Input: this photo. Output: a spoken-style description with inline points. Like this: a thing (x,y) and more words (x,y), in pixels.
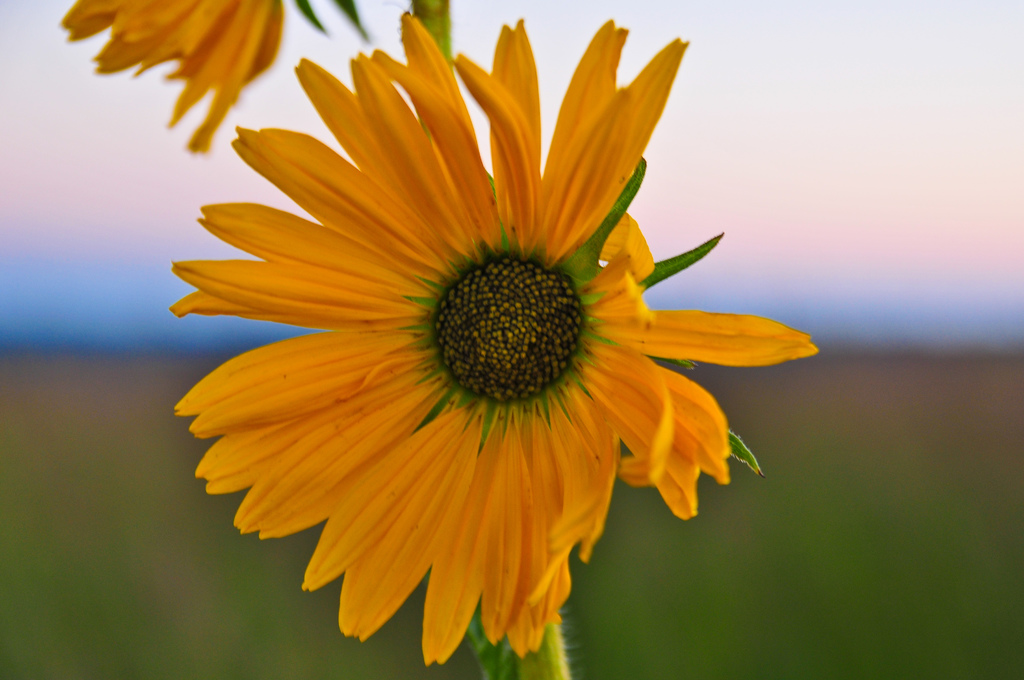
In this image, we can see two yellow color flowers (607,313) and there is a blur background (927,665).
